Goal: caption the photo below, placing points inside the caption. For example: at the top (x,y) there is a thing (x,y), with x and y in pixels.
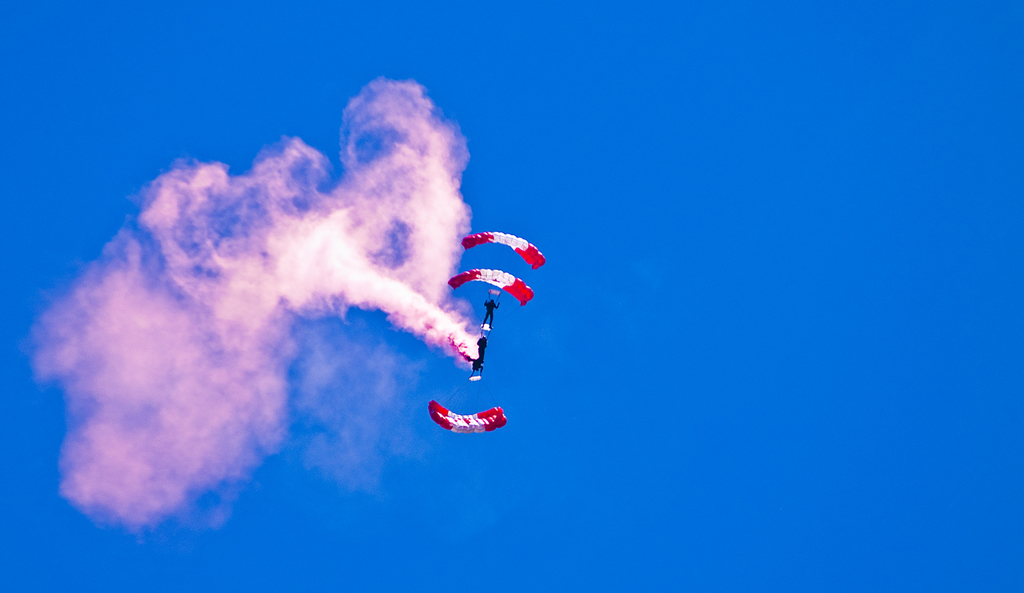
In this image, in the middle (479,369), we can see two persons (479,348) are riding on the parachute (429,406) and they are also in the air (564,479). On the left side (216,218), we can see a smoke (458,338). In the background (543,290), we can see blue color.
